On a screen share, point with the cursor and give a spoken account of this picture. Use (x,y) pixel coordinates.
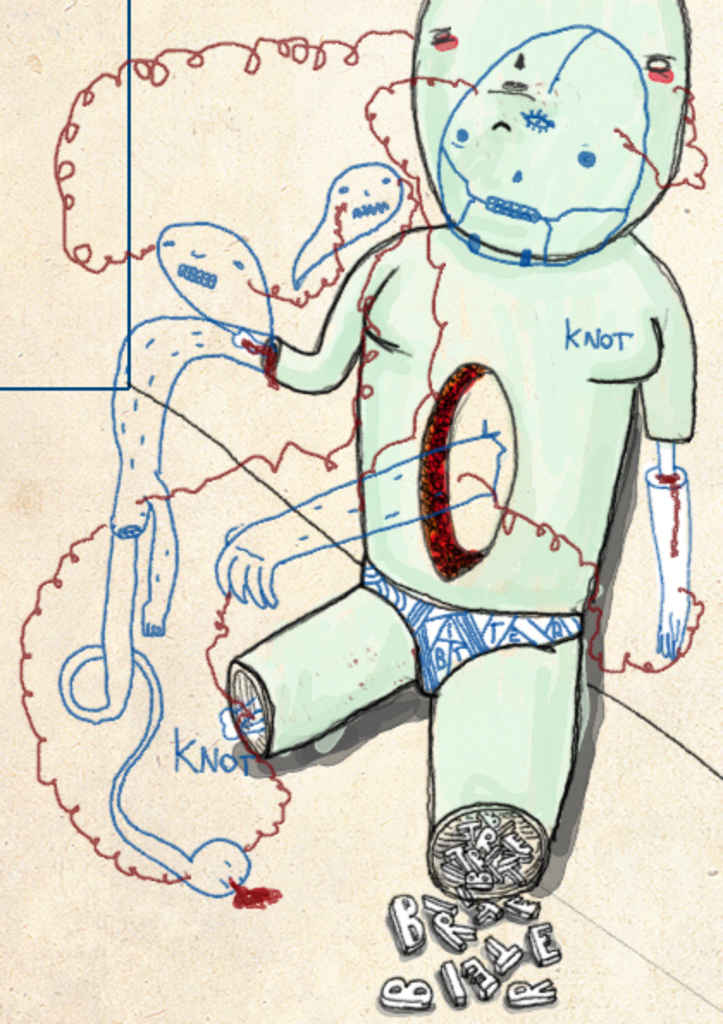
In this image I can see an art (520,3) of a person (460,218) and the background (183,909) is in white color and I can see something written on the paper (420,725).
